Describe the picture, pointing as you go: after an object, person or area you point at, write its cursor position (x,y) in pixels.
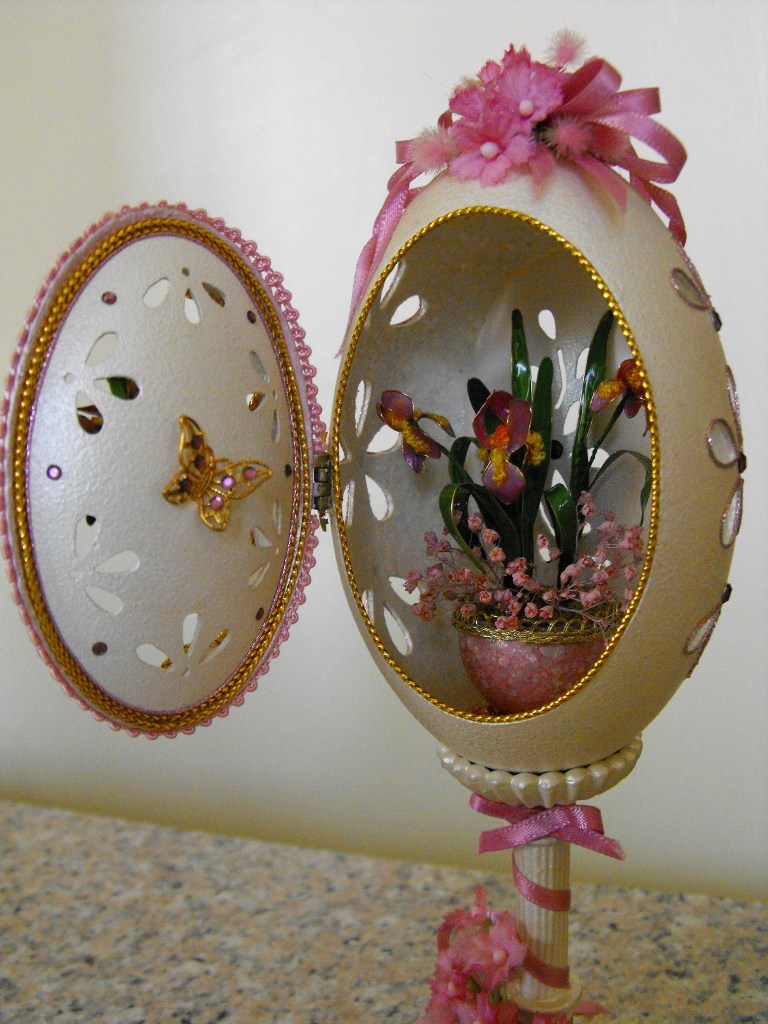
In this picture we can see flower vase (563,635), flowers (546,373) and an object (265,336) and an object (235,344) like an egg (637,603). At the bottom (229,941) there is a stone surface (261,941). In the background (300,78) it is wall (101,195).
